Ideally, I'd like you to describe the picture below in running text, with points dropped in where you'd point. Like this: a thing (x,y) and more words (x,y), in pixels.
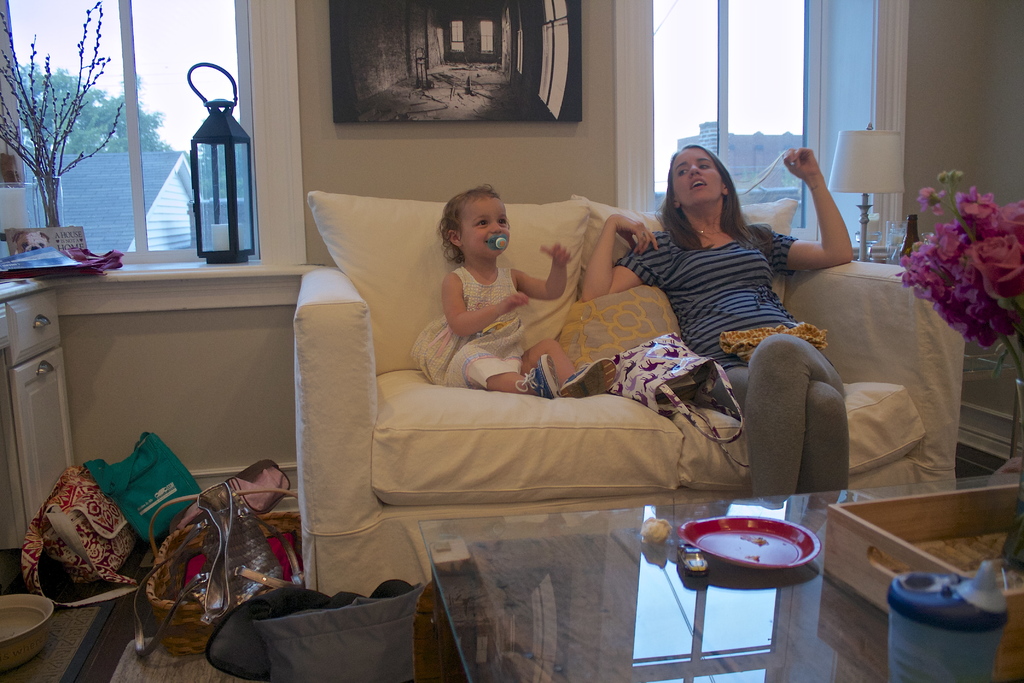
An inside picture of a room (488,571). These 2 persons (489,293) are sitting on a couch (431,243) with pillows (517,221). On this couch (586,412) there is a bag (664,368). A picture (488,76) on wall (311,60). This is a lantern lamp (233,189). On floor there are bags (105,511), bowl (21,618) and basket (193,604). On this table (584,582) there is a tray (865,532), plate (757,529) and bottle (943,623). Beside this window (788,116) there is a table lamp (874,174), glasses (899,238) and bottle (909,230). Outside of this window (698,121) we can able to see a buildings (729,139). Beside this window (85,133) there is a plant (41,182). Outside of this window (192,134) we can able to see tree (144,139) and building (124,186) with roof top (95,197).
